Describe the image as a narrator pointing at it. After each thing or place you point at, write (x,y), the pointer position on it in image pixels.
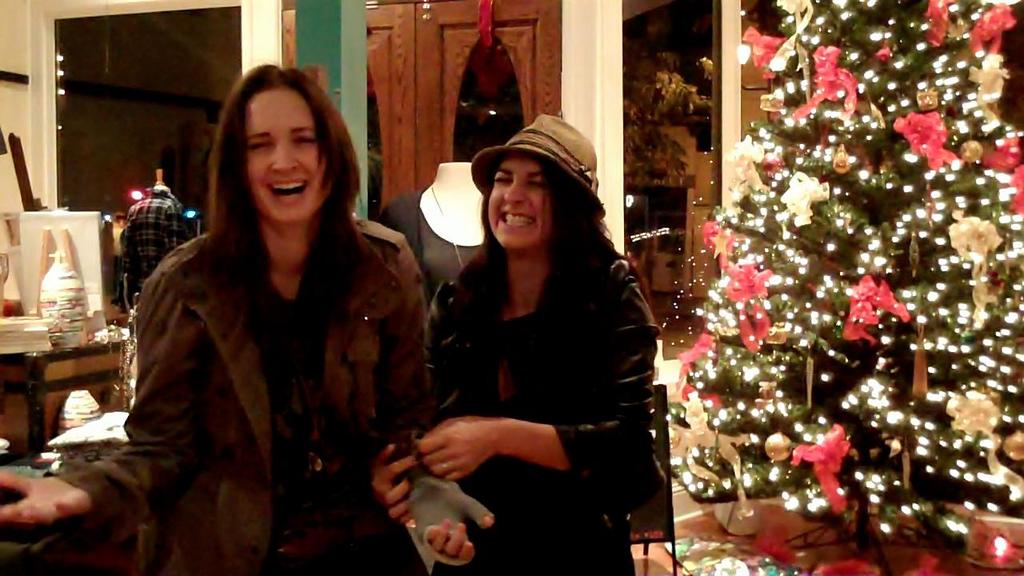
In this image there are two women (354,317) in the middle of the room (145,81) who are laughing. Beside them there is a tree (839,315) which has lights (954,366) on it. At the background (166,209) there are mannequins (148,239), board (79,232), flower pot (55,311) and a table (55,358). In the middle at the back side (403,89) there is a door (429,113).
